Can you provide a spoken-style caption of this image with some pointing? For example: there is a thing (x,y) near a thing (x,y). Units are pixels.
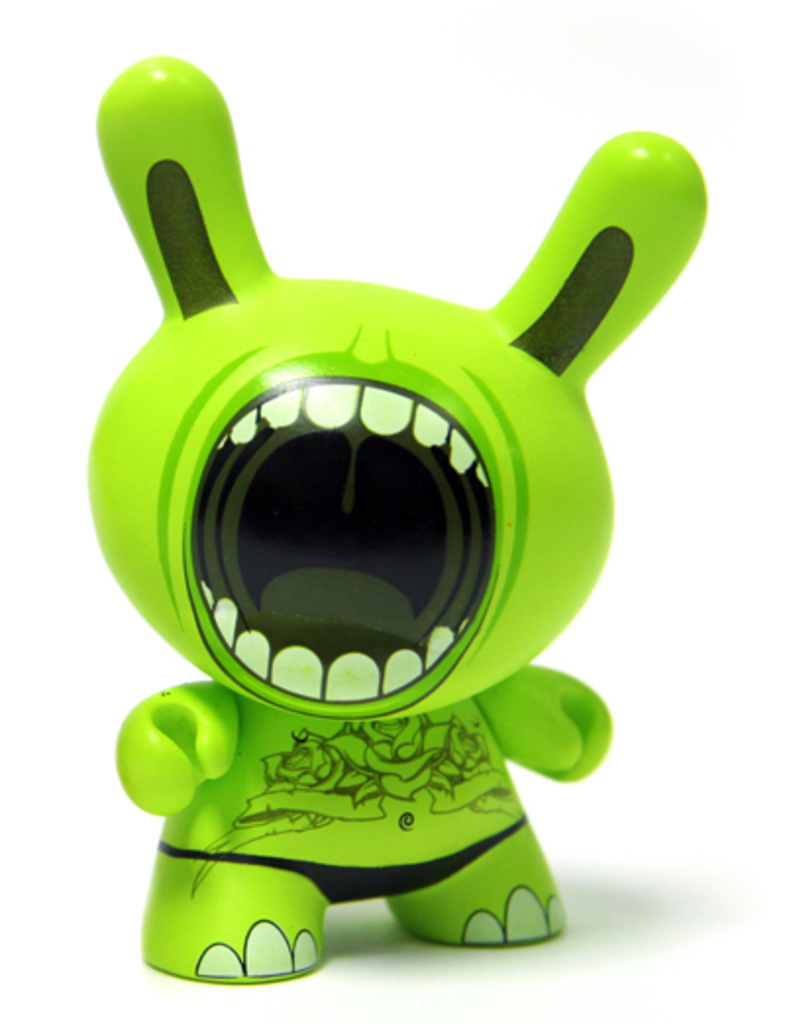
There is a green toy (353,709) and there is a white background (719,86).
